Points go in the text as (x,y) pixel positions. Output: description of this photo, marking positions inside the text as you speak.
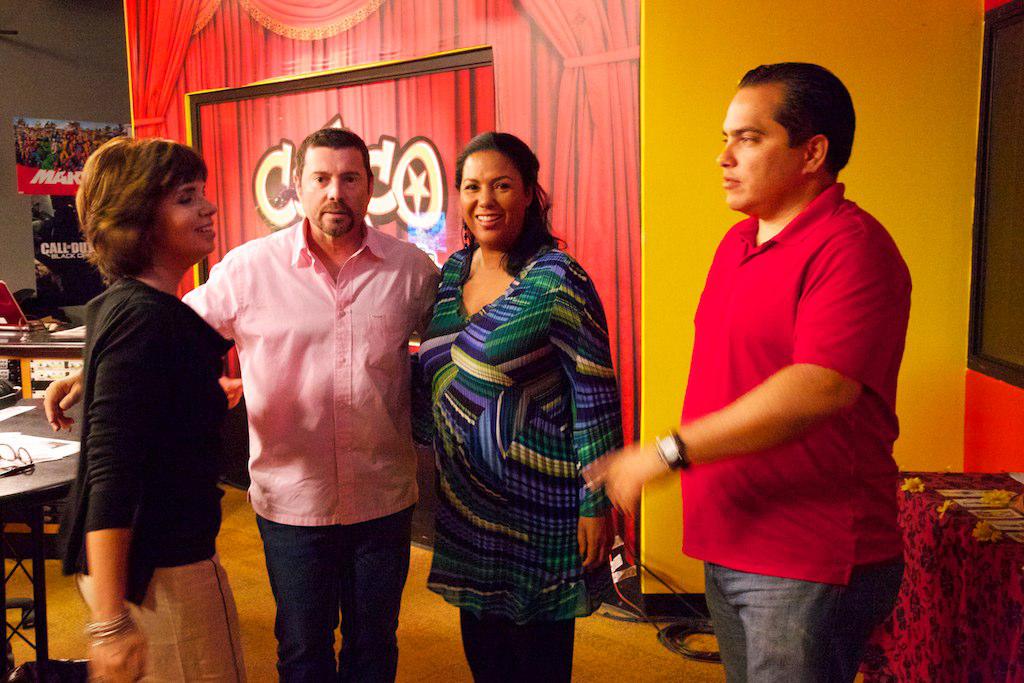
In this image there are a few people (383,386) standing with a smile on their face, behind them on the tables (901,501) there are some objects (3,384). On the floor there are cables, in the background of the image (147,135) there are display boards (91,126) and walls (121,91).
